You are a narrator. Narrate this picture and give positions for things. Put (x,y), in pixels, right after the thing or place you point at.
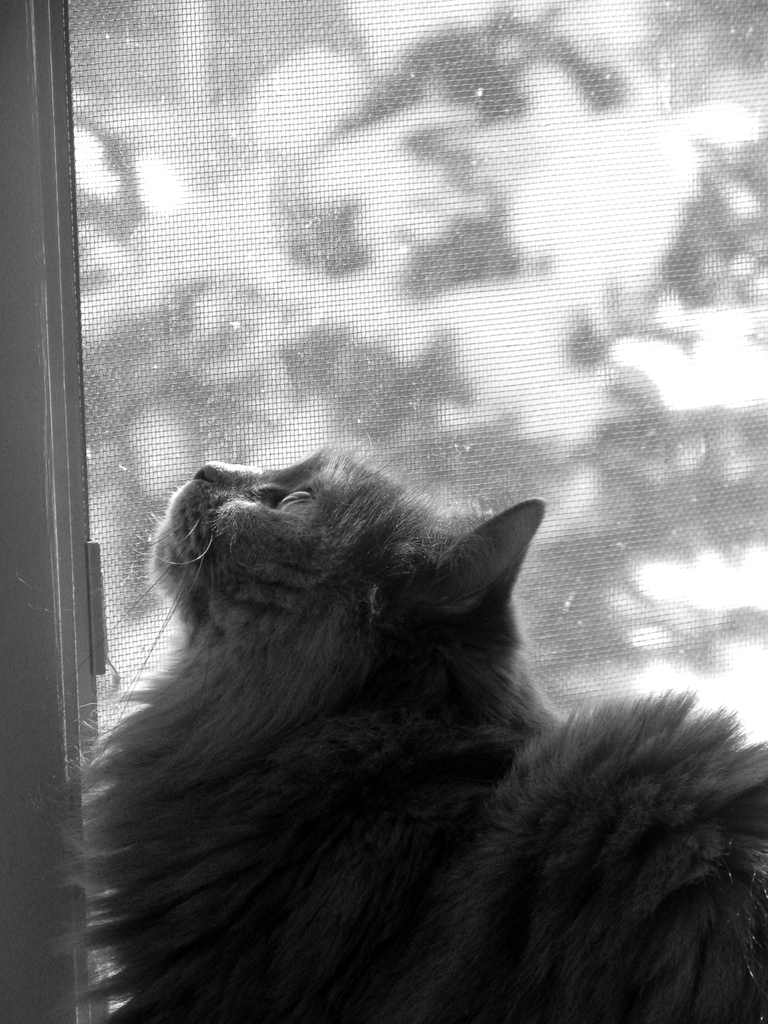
This is a black and white picture, in this image we can see an animal (170,882) and in the background (647,473), it looks like a door (636,166).
